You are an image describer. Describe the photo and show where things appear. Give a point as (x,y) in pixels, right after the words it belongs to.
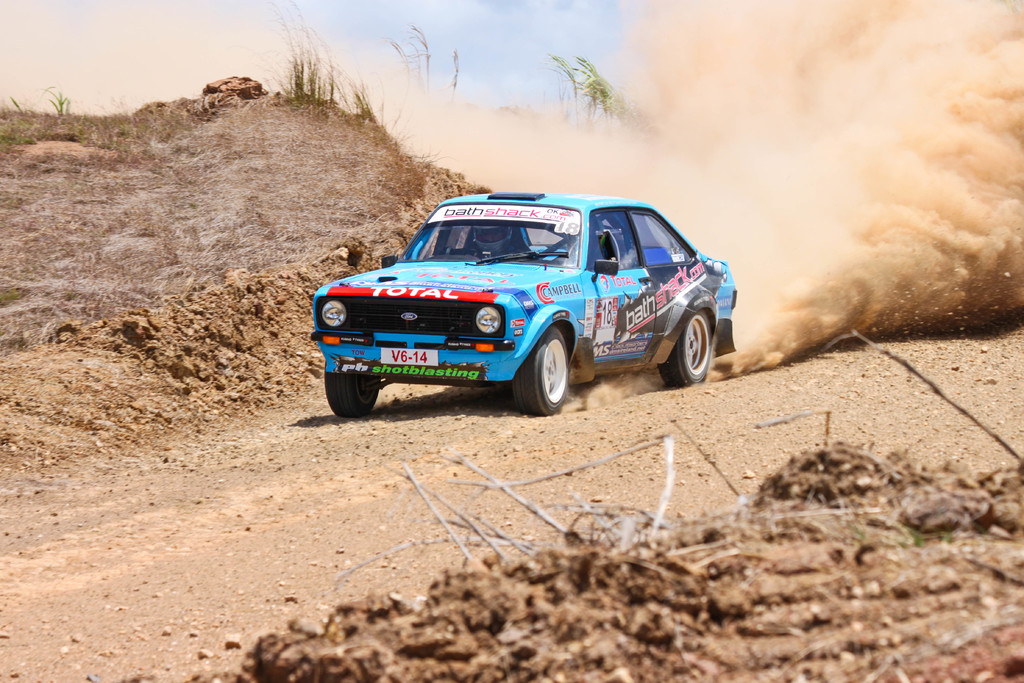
In this picture we can see a car (706,368) on the ground (510,408) with a person (502,239) inside it, grass (290,89) and in the background (525,34) we can see the sky (519,30) with clouds (531,26).
